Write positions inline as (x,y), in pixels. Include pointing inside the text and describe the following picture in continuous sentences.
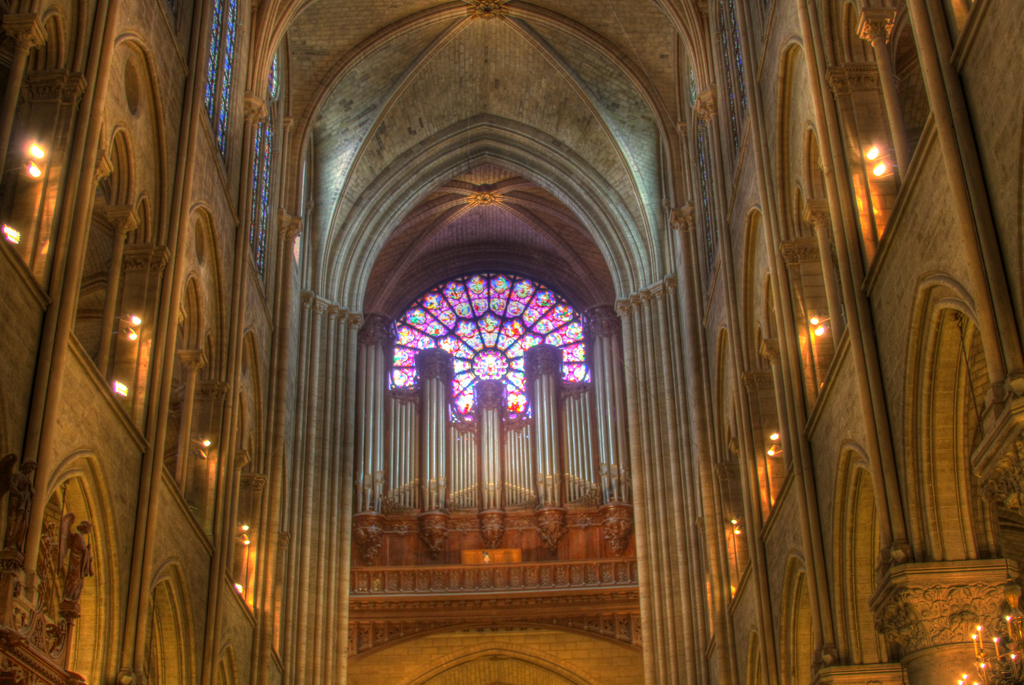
In this picture we can see inside of the building (746,540) and we can see lights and walls (951,206). In the background of the image (514,360) we can see pillars (336,405) and designed glass window (468,353). In the bottom left side of the image (7,479) we can see statues (21,484).
